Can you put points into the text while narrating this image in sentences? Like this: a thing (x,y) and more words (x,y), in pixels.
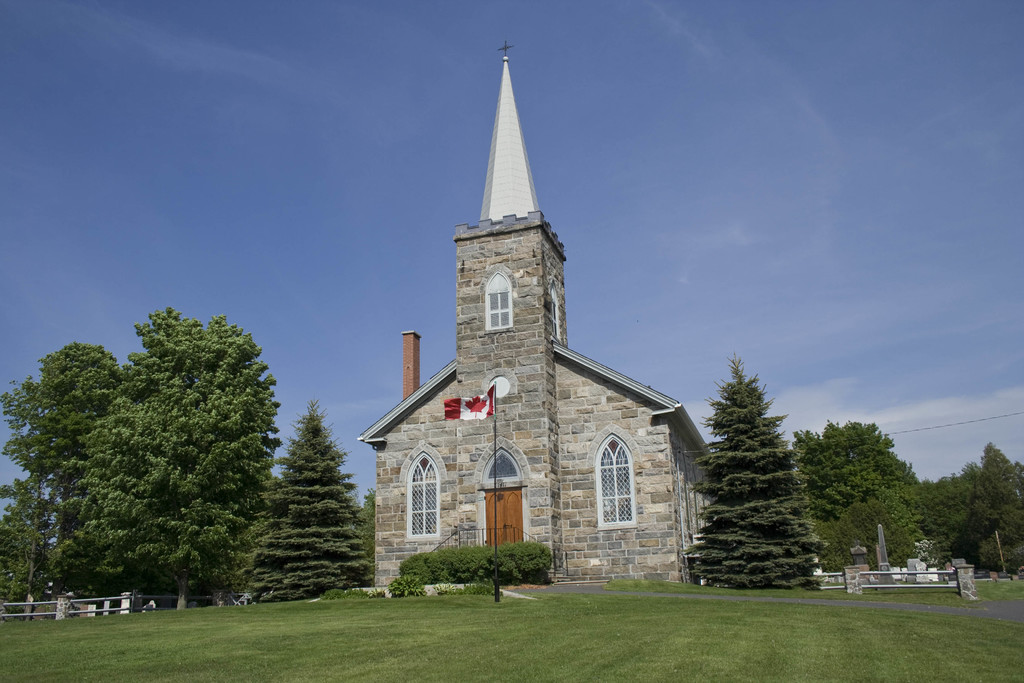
In this picture I can see the church (505,422). On the right (997,573) I can see some graves (913,566), beside that I can see the trees (828,554) and grass (641,623). On the left (21,608) I can see the fencing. In front of the church (600,530) I can see the flag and plants (493,585). At the top (270,42) I can see the sky (341,319) and clouds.
